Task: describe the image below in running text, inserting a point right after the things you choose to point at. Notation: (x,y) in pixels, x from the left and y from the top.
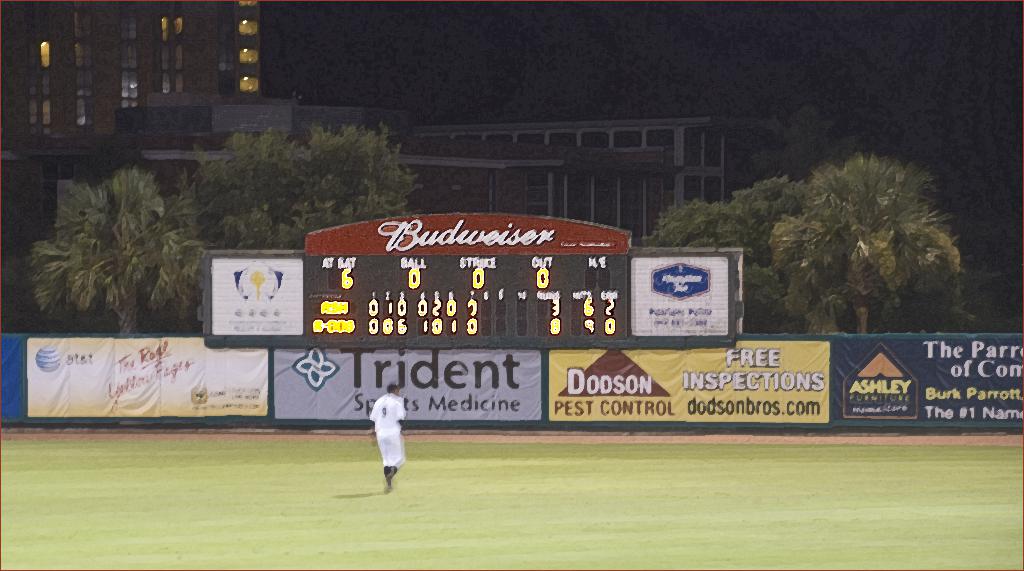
In this image there is a man (387,455) walking on the ground (420,507). There is grass (275,524) on the ground (300,508). In front of him there are boards (422,380) with text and a digital display board (362,326). Behind the boards (278,393) there are trees (693,242). In the background (193,43) there are buildings (236,82).
